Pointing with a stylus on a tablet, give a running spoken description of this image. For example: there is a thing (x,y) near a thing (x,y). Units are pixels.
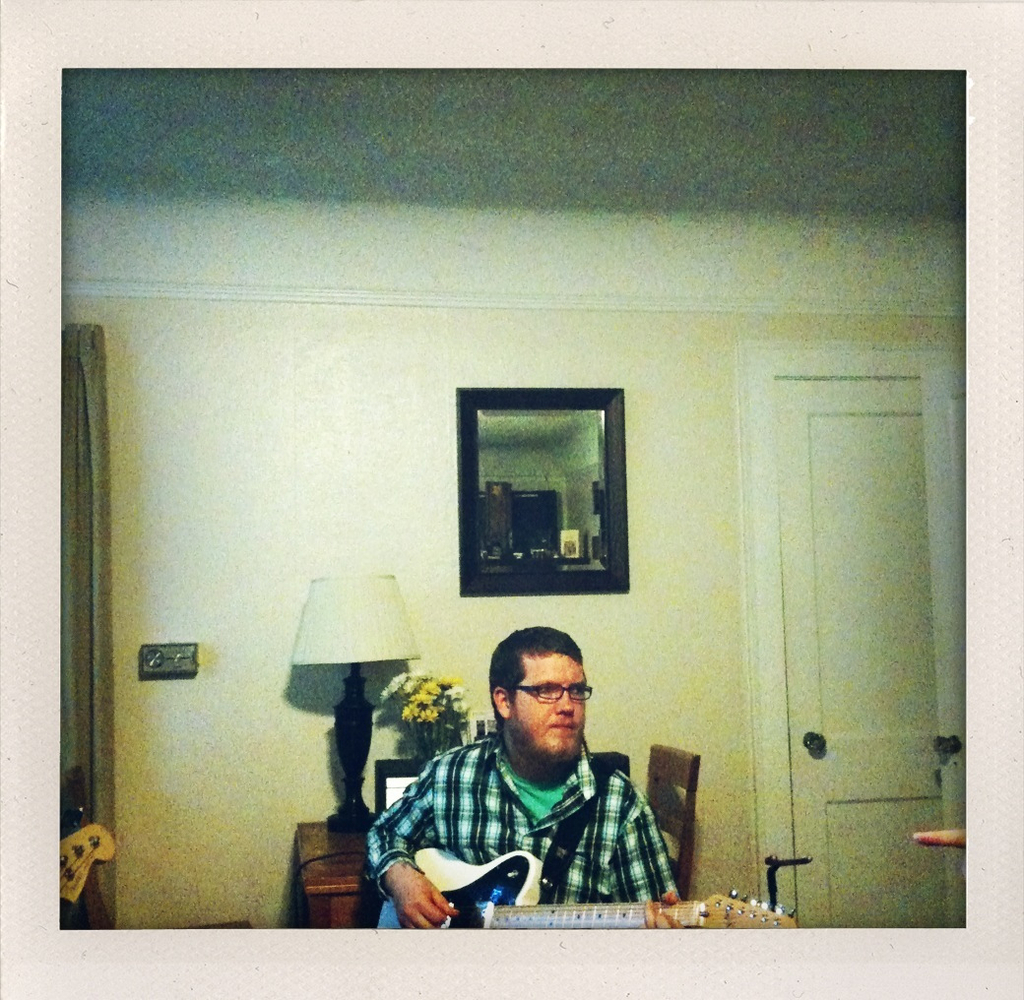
Here is the man (538,851) playing guitar (500,897). This is the table (327,826) with a lamp (357,770), flower vase (437,719) on it. This is a chair (674,814). This looks like a frame (623,429) attached to the wall (656,569). This is a door (828,745) with a door handle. This looks like a curtain (102,606) hanging.
